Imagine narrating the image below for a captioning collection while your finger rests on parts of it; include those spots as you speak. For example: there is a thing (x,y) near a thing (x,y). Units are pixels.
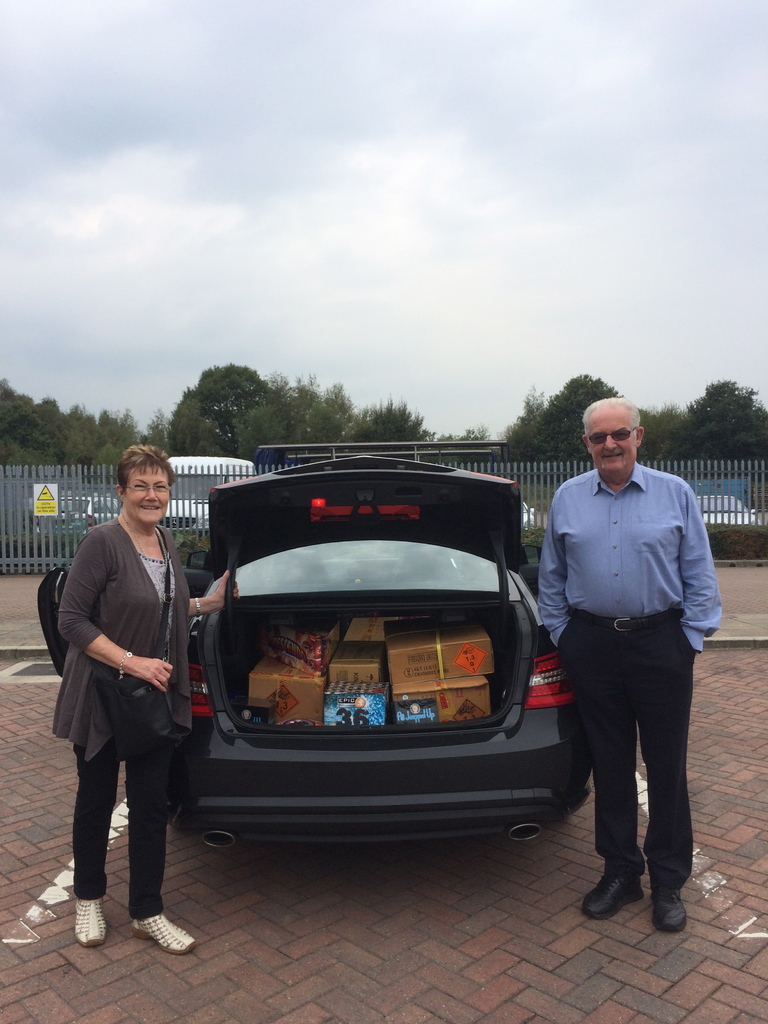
In this picture we can see two people (693,574) smiling, standing on the road (345,864), vehicles (205,843), boxes (392,659), fence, trees (658,443), some objects (277,449) and in the background (455,288) we can see the sky (370,329).
